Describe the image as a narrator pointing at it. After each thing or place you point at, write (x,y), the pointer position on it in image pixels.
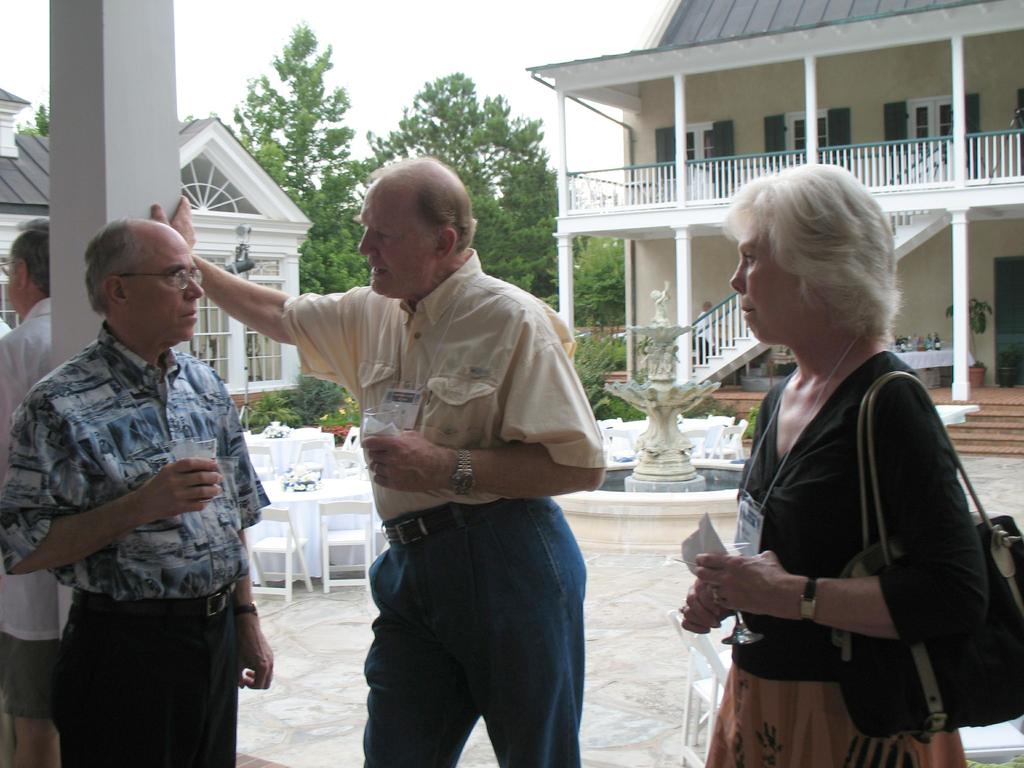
In this image there are people (462,599) standing. There is a fountain (654,389). We can see chairs (337,542) and tables (319,515). There are houses (600,215) and trees (325,266) in the background (585,227). We can see sky (444,51).
